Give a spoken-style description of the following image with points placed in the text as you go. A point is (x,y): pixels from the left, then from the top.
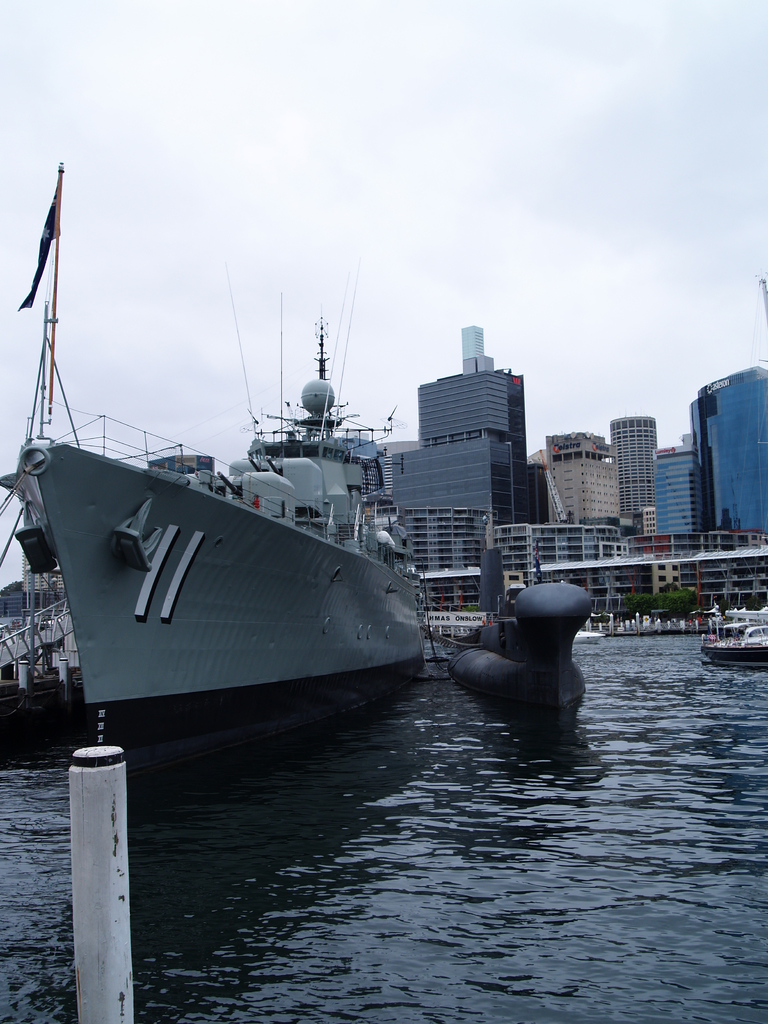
In this image there is water (284,867) and we can see ships (315,688) on the water (450,761). In the background (488,499) there are buildings (530,555). At the top (338,145) there is sky (279,104).
